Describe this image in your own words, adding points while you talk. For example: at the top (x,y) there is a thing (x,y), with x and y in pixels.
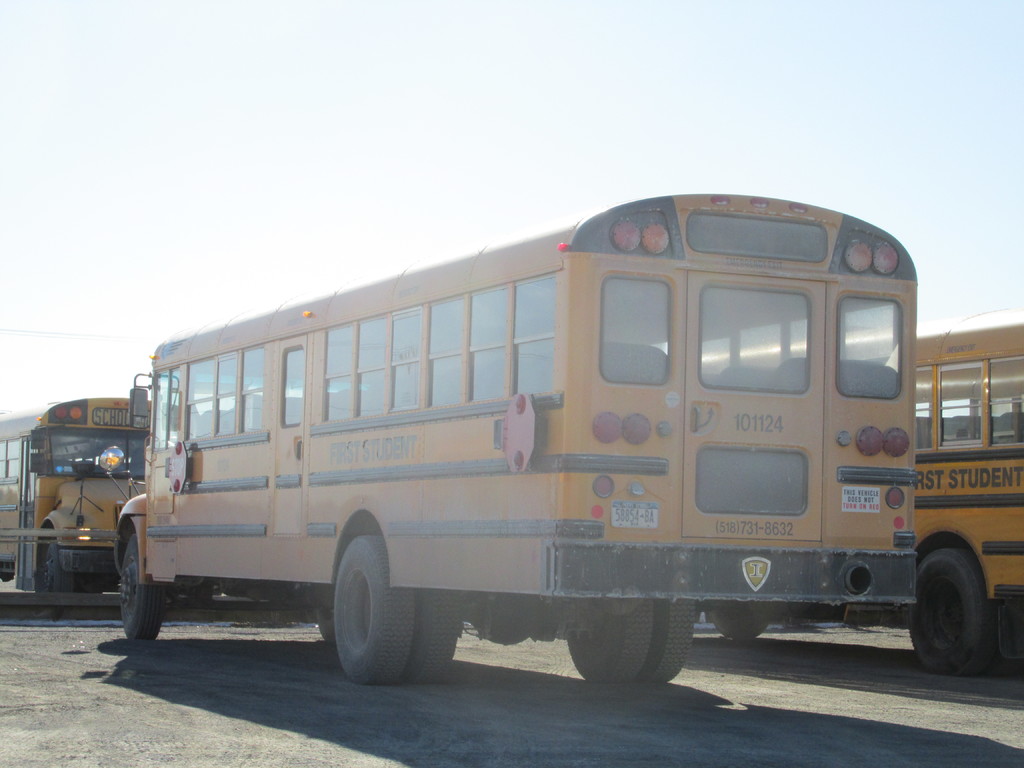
In the picture we can see three school buses (724,518) are parked, they are yellow in color and behind them we can see a sky (276,159).
